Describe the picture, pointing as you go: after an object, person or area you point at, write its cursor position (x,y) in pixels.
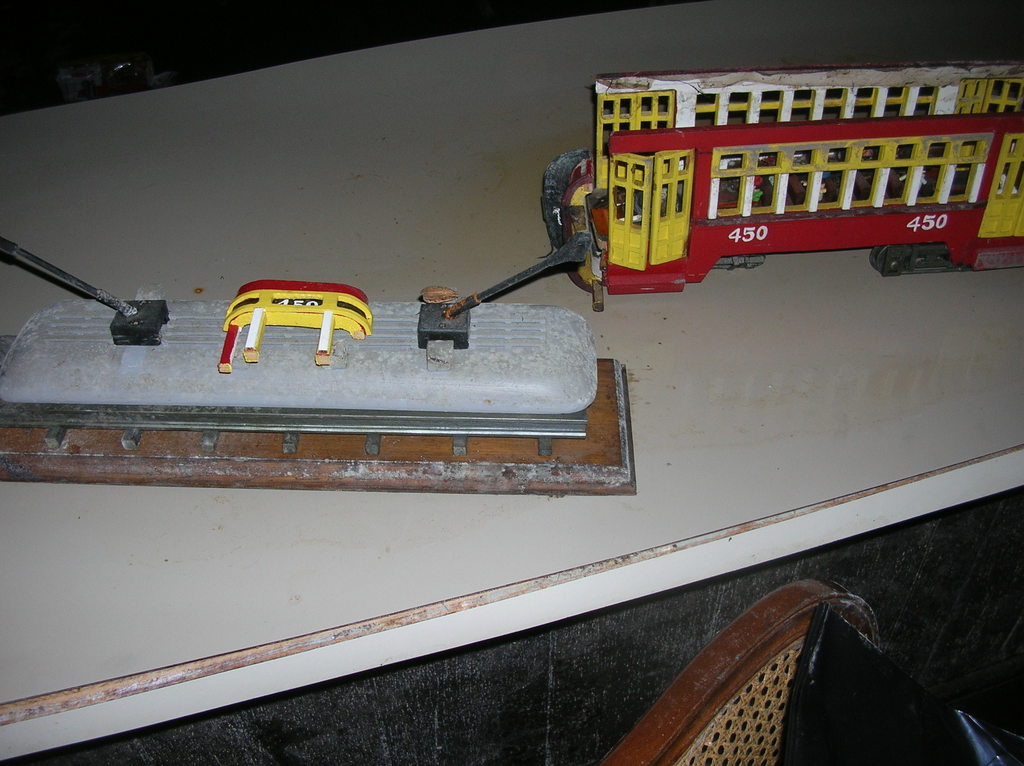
In this image I can see few objects (649,135) in yellow, red, white, black and brown color. They are on the white color table (445,508). In front (677,745) I can see the brown and black color object (793,706).
